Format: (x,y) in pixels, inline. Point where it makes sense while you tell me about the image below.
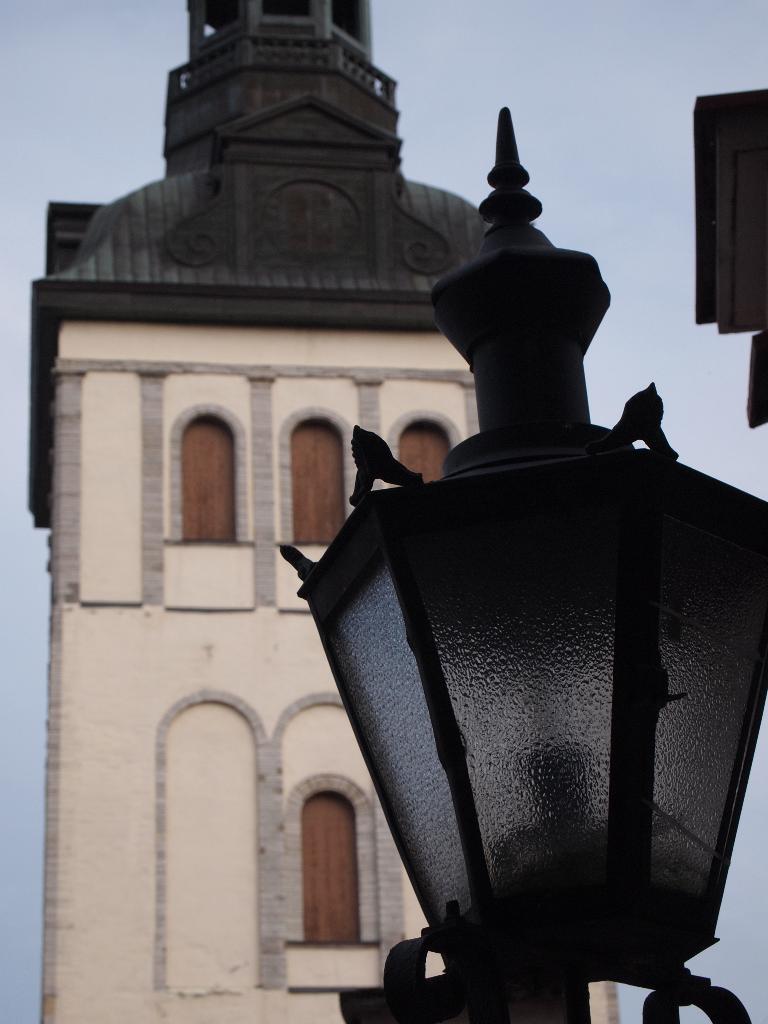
In this picture I can observe a lamp (493,589) fixed to the pole (454,1006) on the right side (615,745). In the background (229,641) there is a building (213,579) and a sky (34,90).
